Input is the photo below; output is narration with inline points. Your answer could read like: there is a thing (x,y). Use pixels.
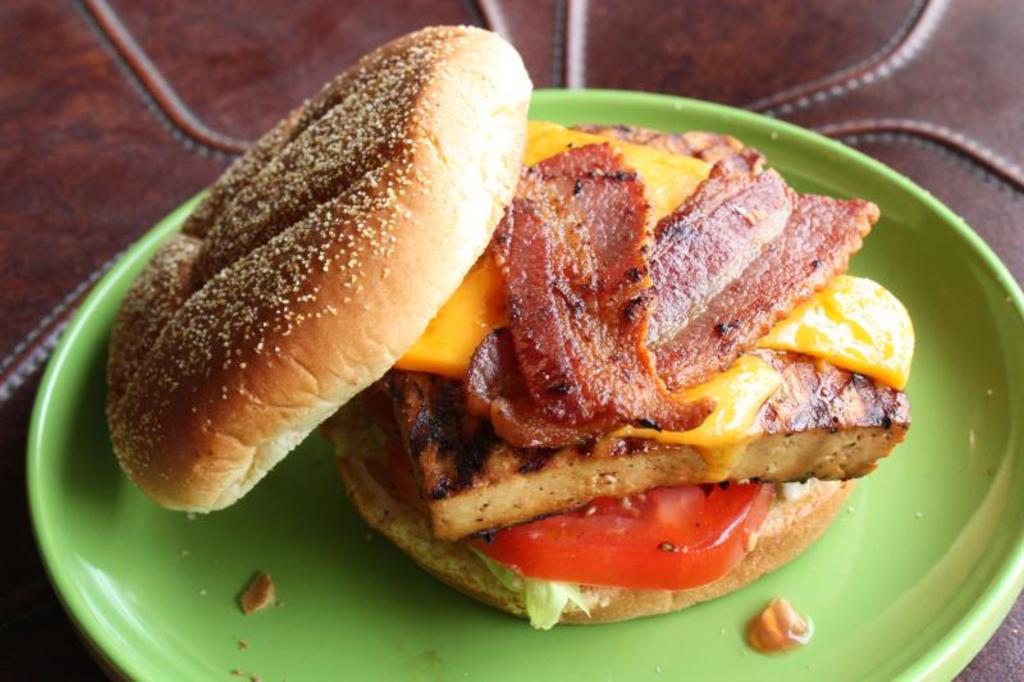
In this picture we can see a plate (952,607) with a food (190,405) on it and this plate (832,645) is placed on an object (36,285).
